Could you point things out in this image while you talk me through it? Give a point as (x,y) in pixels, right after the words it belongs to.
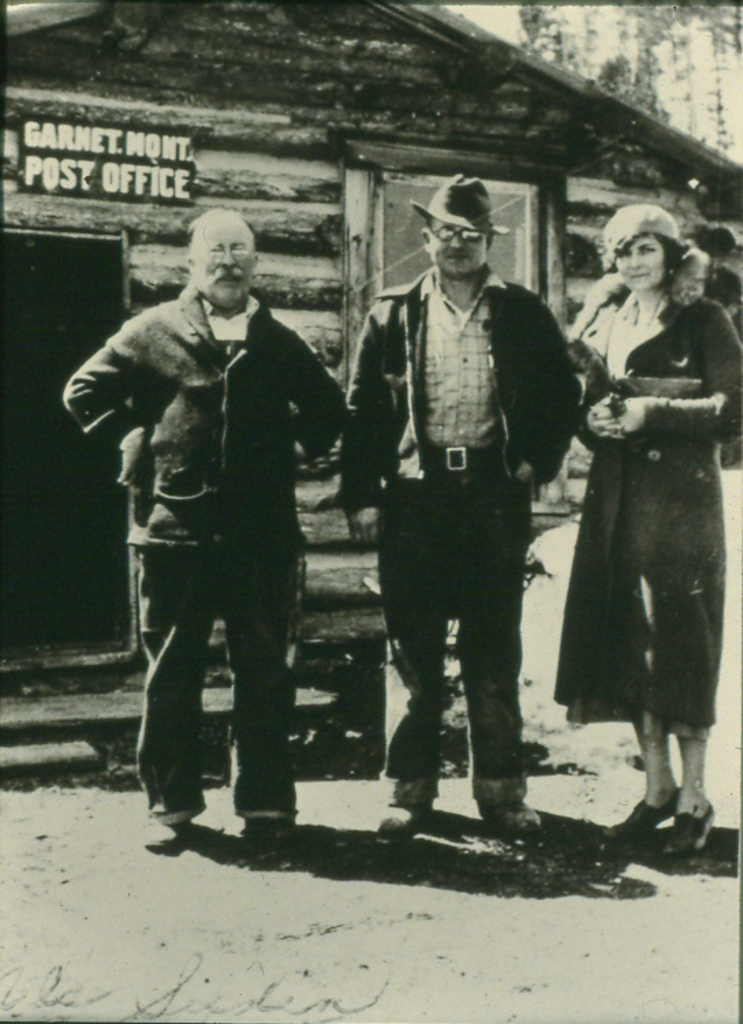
This is a black and white image. In this image, in the middle (325,382), we can see three people (491,372) are standing in the middle (395,548). In the background (311,129), we can see a house (595,135). On the house (183,95), we can see a board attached to the house (395,229). At the bottom (342,869), we can see a land (365,978).
